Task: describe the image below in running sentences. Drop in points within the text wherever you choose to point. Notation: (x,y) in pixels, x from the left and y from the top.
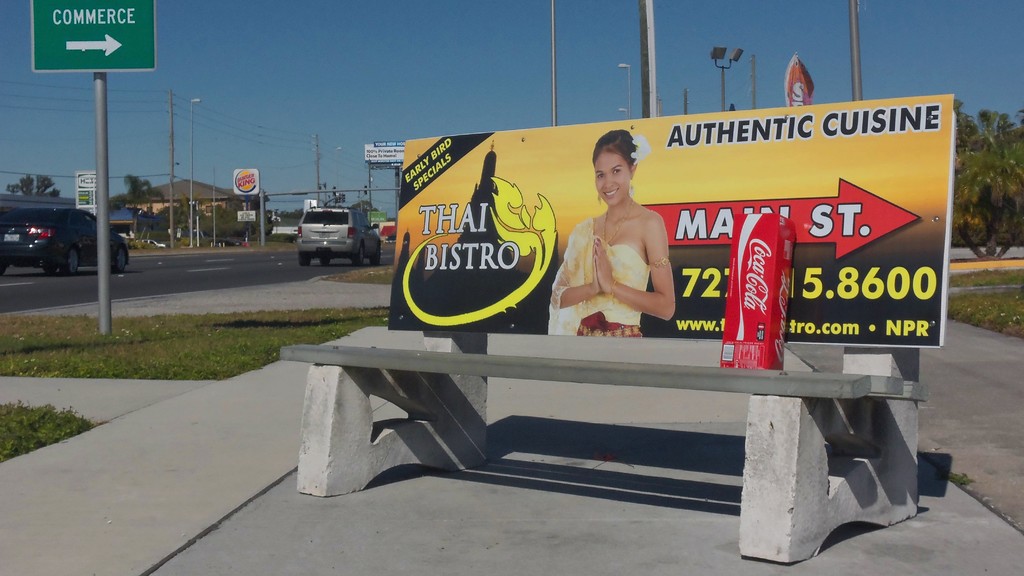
In this picture we can see a bench (356,393) on the footpath (551,382) with a box (731,300) and a banner (695,304) on it. In the background (39,213) we can see the grass (86,339), building (155,233), direction board (100,5), vehicles (332,233) on the road (110,281), poles (110,281), posters (93,187), trees (129,195), some objects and the sky (377,74).
